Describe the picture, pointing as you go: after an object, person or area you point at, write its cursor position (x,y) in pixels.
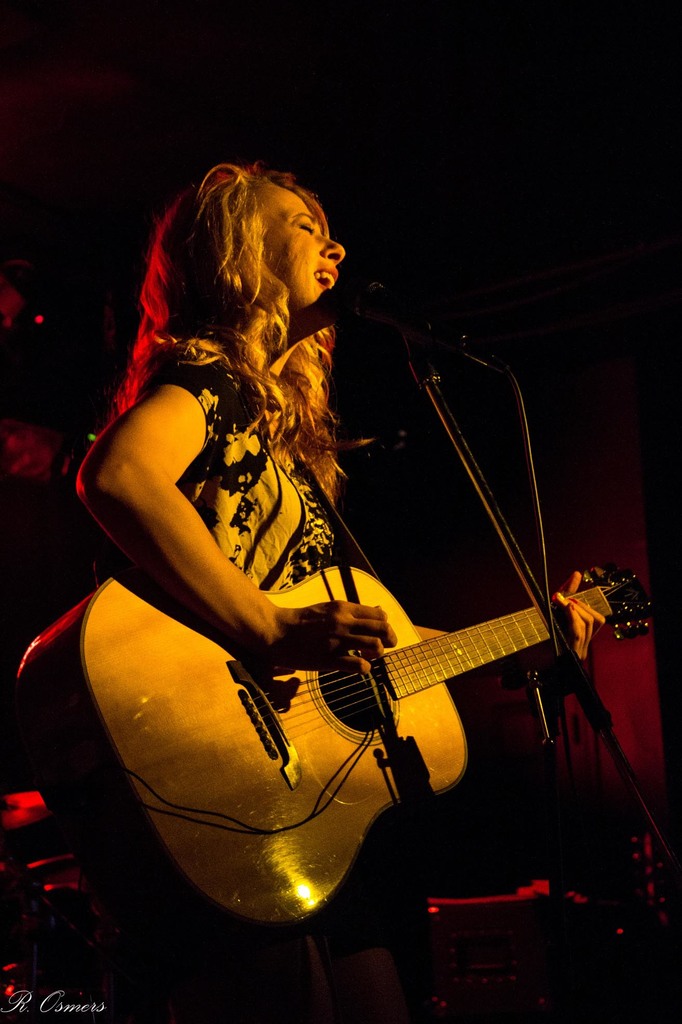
In this picture we can see a women (330,347) who is standing in front of mike (382,315) and playing guitar (326,730).
